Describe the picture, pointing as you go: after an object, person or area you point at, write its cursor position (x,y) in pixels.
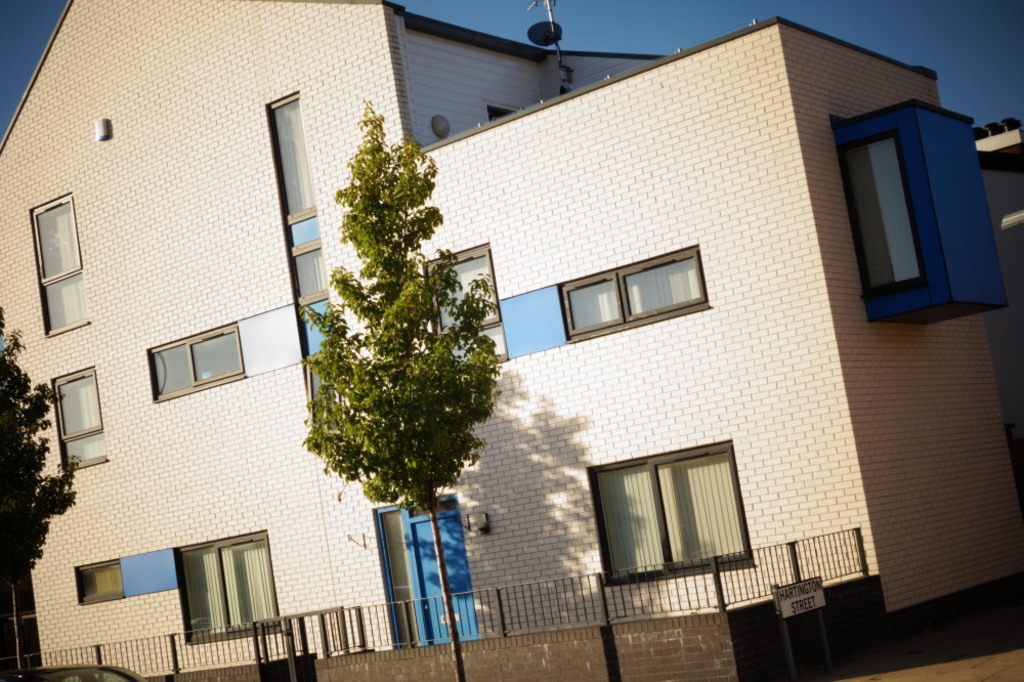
In this picture there is a building (573,174). There are glass windows (298,180), door (435,577) and railing (533,605) to the building (533,610). On the building (513,179) there is dish antenna (545,36). There is a tree (380,369) in front of the building (305,403). To the right corner (807,600) there is a name board (795,605) with text (782,603) on it. To the top of the image (518,32) there is sky (484,18).
